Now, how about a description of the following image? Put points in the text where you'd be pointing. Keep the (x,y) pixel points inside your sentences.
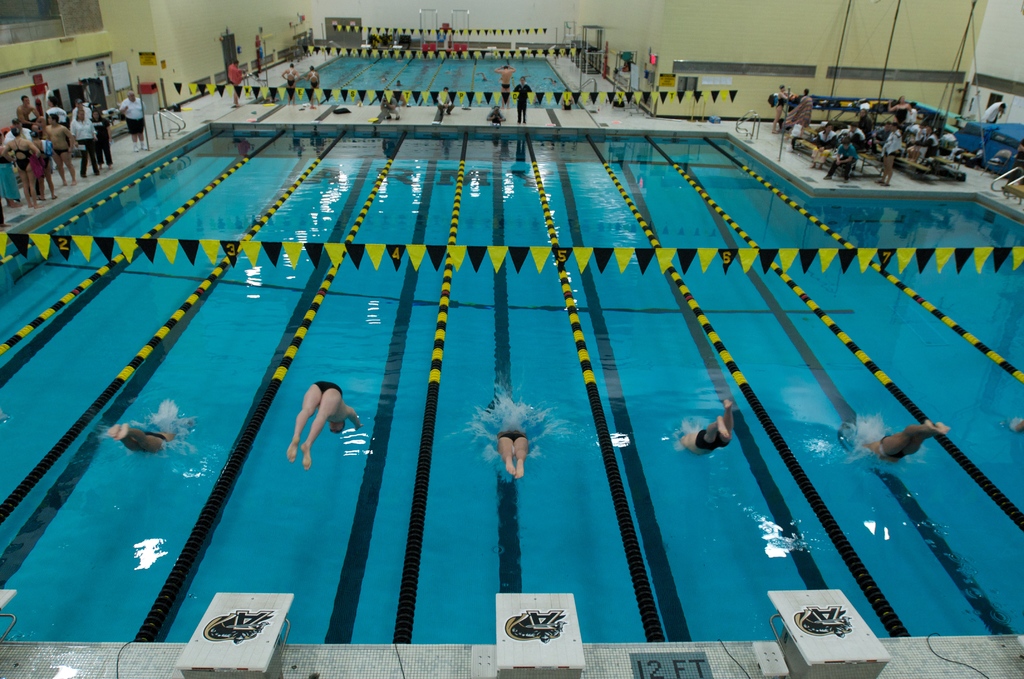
In this image we can see swimming pools (408,232) and men (890,442) are jumping into the water (545,239). To the both sides of the image we can see people (862,122) are standing. We can see yellow color wall (633,23) and pole (963,62) at the top of the image (885,53). In the foreground of the image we can see flags (939,257).
